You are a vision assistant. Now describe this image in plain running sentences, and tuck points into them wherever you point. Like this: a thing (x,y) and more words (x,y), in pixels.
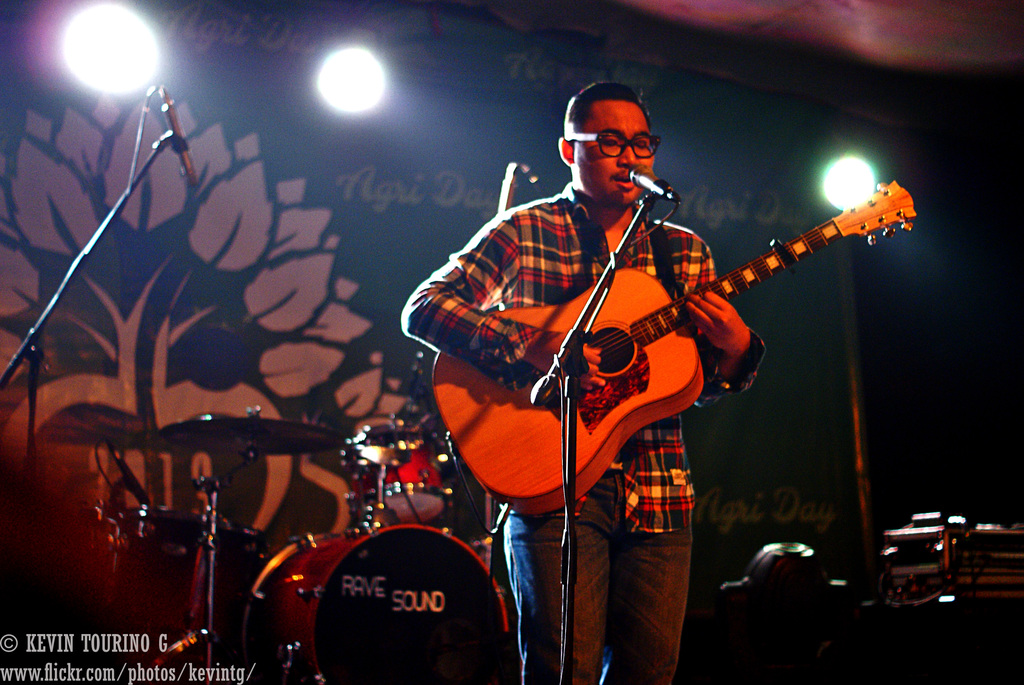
In this image I can see a person (644,244) is standing in front of the mic (612,274) and playing the guitar (600,336). He is wearing a check shirt (566,241). To the back of him there is a drum set (360,509). To the right (808,562) there are some objects (955,586) can be seen. In the back (361,185) there is a banner (336,133) and lights (830,182).
